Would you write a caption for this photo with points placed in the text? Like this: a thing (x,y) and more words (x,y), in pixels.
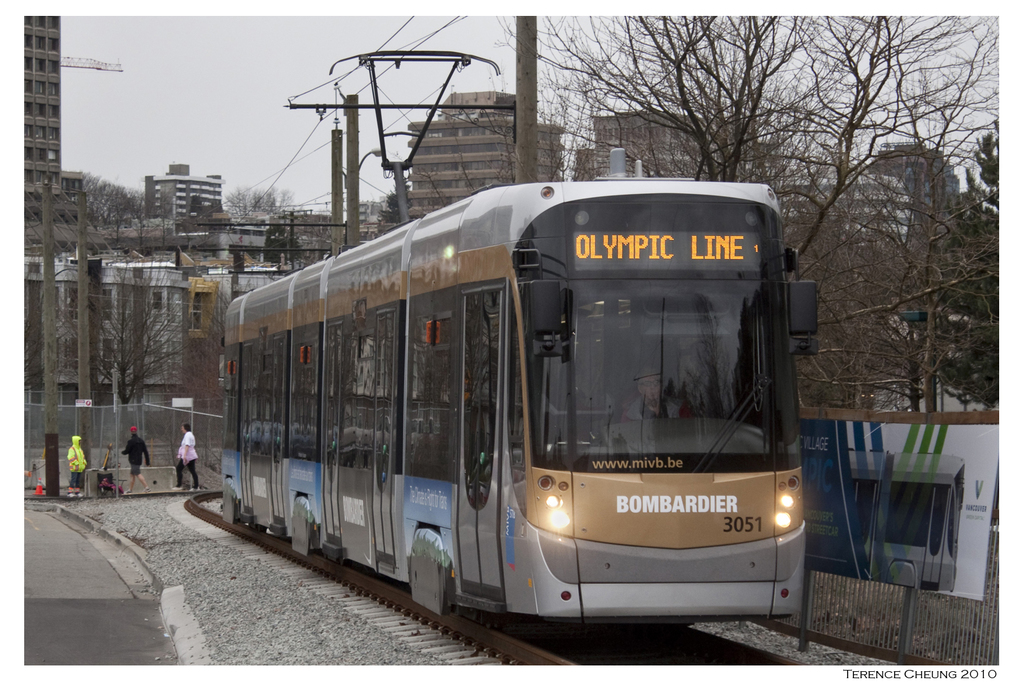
In this image I can see the train (470,582) on the track (491,637). The train (552,346) is in black and gray color and I can also see group of people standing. In the background (562,148) I can see few electric poles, few trees (943,255), buildings (915,220) and the sky (204,94) is in white color.
